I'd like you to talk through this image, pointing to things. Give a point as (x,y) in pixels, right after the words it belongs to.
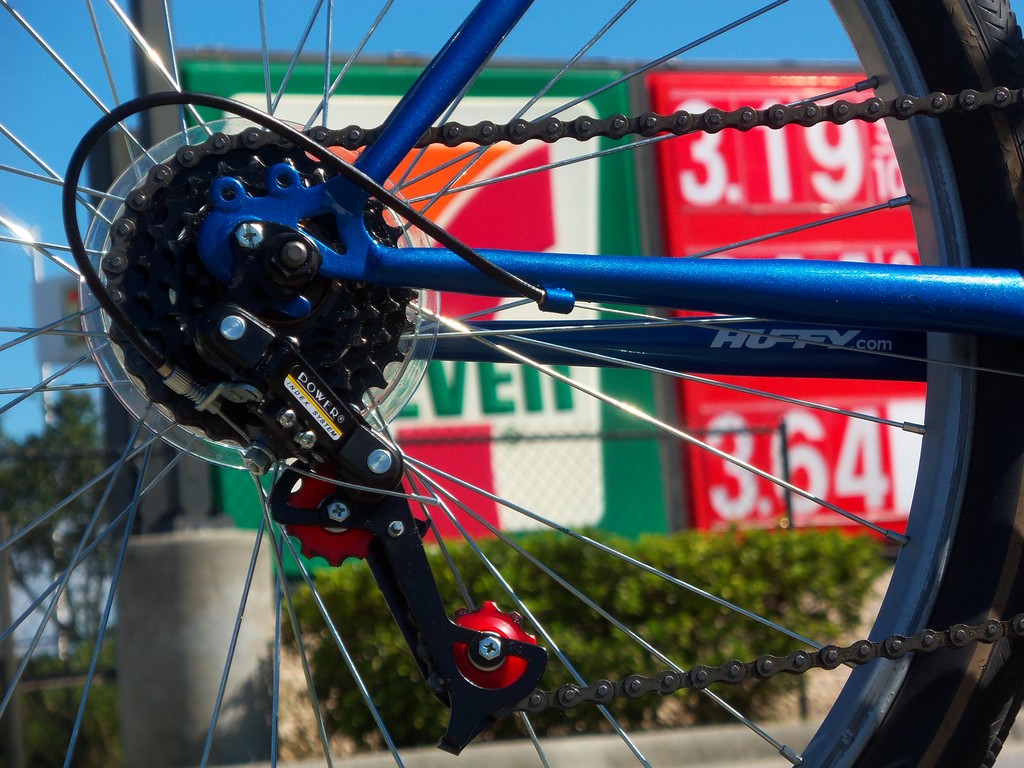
In this image we can see the spare part (359,494) of a bicycle (332,448), trees (548,551) and sky (27,125).
